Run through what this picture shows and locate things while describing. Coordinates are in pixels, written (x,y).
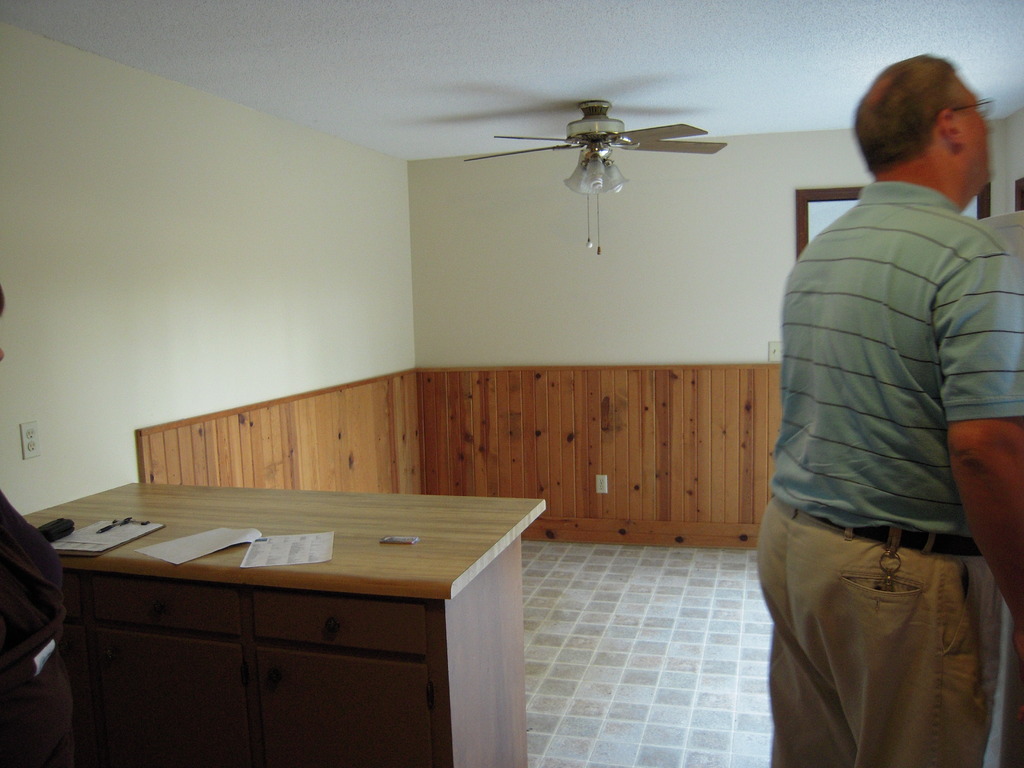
In this image we can see this person (897,536) is standing on the floor (752,720). Here we can see another person (34,646) standing near the table (99,661) with wooden drawers (400,641) and we can see papers (166,545) and pad (127,540) kept on the table (297,581). In the background (107,475), we can see socket (27,444) fixed to the wall (45,431), wooden frames (697,422) and ceiling fan (597,136).
